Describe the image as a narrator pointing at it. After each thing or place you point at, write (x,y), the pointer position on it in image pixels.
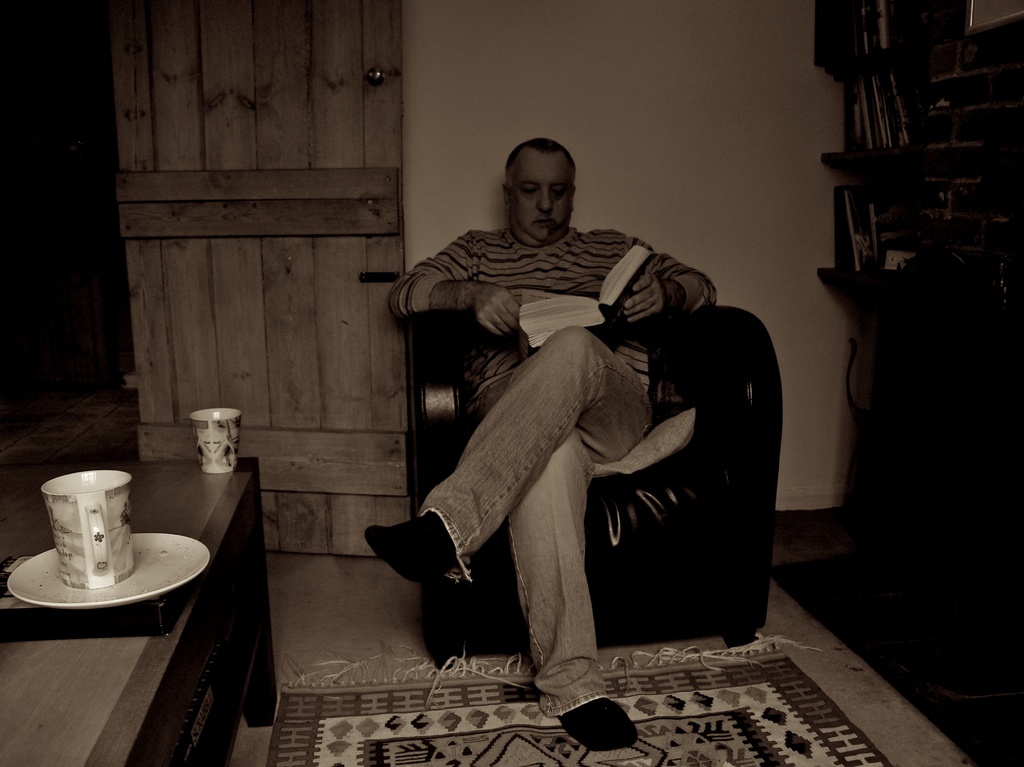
In the middle of the image (467,480) a man (535,165) is sitting on a chair (709,326) and holding a book (600,326). Behind him there is a wall (517,35) and door (271,43). Top right side of the image (870,107) there is a bookshelf (894,201). Bottom of the image (321,735) there is a mat (331,715). Bottom left side of the image (13,545) there is a table (54,465) on the table (22,739) there are two cups (199,443) and there is a plate (182,545).
